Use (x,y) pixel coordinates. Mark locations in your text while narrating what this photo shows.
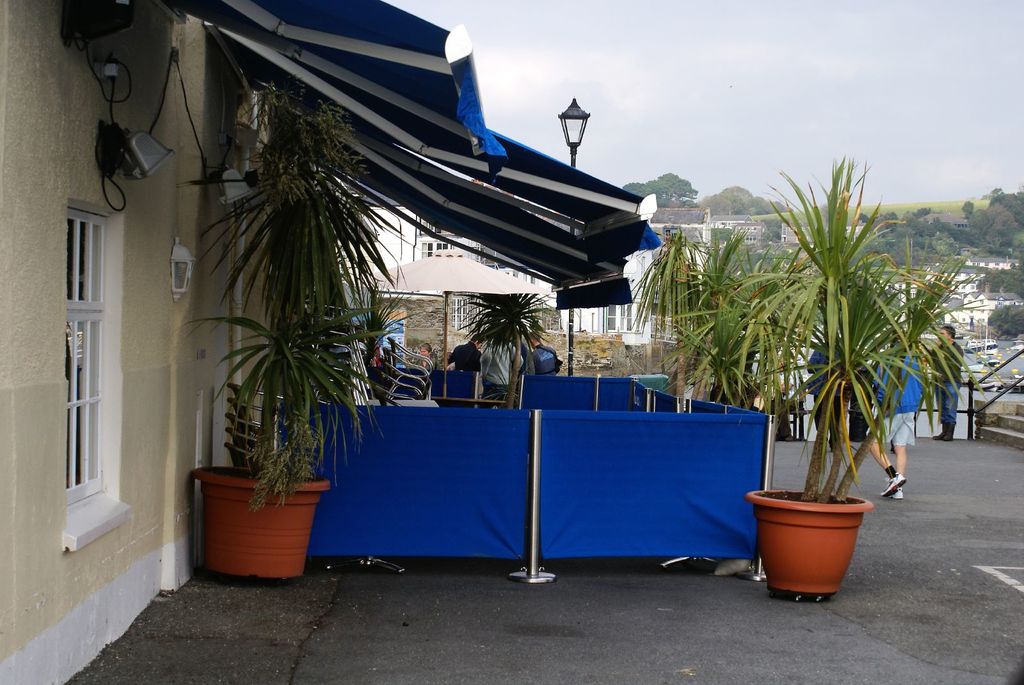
In this picture I can see many building (544,303), street lights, plants (744,292) and other objects (655,491). On the right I can see some people (836,426) were standing near to the gate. On the left (94,505) I can see the windows (71,260) and some electrical wires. At the top (737,72) I can see the sky (749,55) and clouds (769,22).
